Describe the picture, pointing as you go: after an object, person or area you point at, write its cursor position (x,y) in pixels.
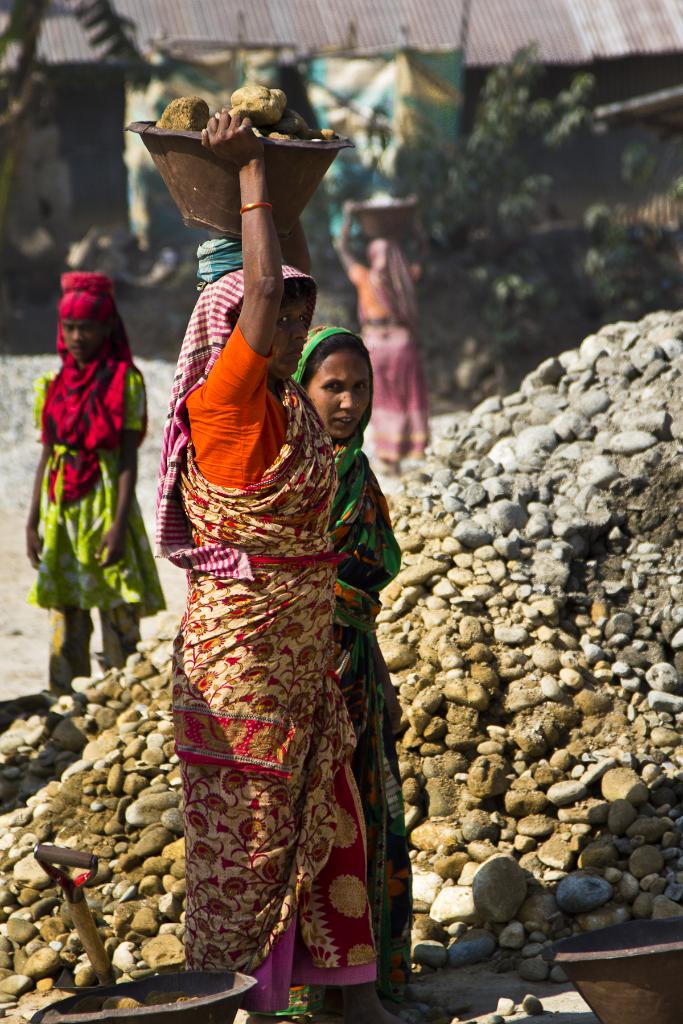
In the center of the image (282,662) we can few people (367,954) are standing. Among them, we can see one woman (245,510) holding some object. And we can see the stones (483,950), bowl type objects (225,991) and a few other objects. In the background (425,118), we can see one shed (330,121), trees (636,266), one person (379,271) standing and holding some object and a few other objects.
